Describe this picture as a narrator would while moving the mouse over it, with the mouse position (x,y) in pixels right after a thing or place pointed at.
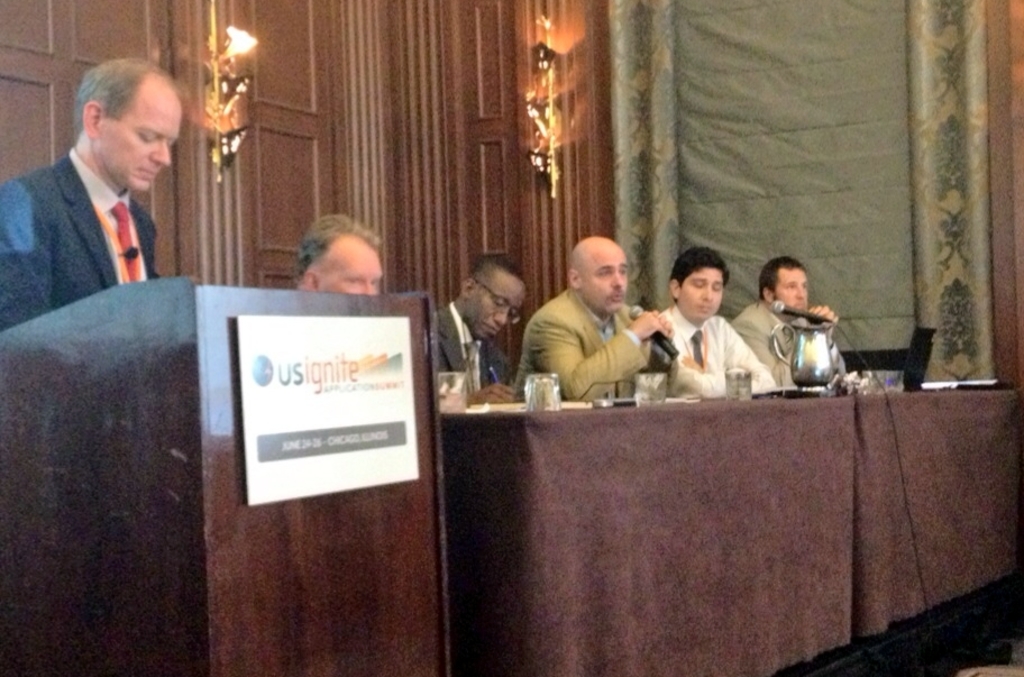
In this image there is a person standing near a podium (231,431), there is a board (257,495) to the podium (296,583), and there are group of people (545,358) sitting on the chairs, two persons (533,363) holding mike's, there are glasses (729,377), jug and some other items (983,388) on the table (673,448), there are lights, curtain (828,291).
